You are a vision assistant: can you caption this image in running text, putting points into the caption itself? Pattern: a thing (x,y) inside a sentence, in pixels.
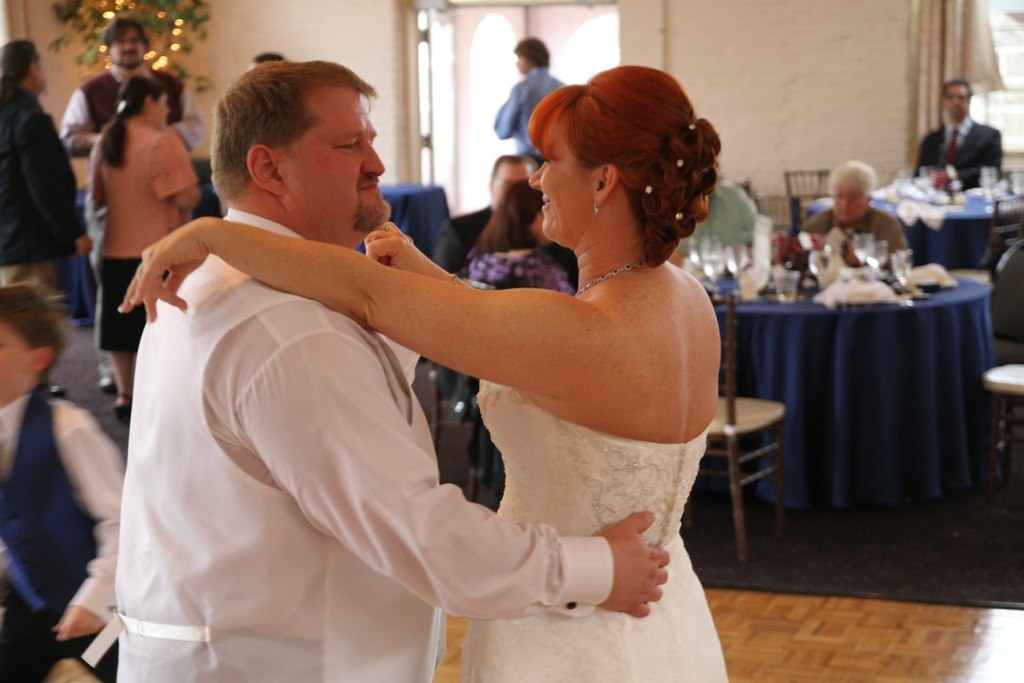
The persons (557,376) wearing white dress (610,468) is holding each other and there are group of people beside them.
